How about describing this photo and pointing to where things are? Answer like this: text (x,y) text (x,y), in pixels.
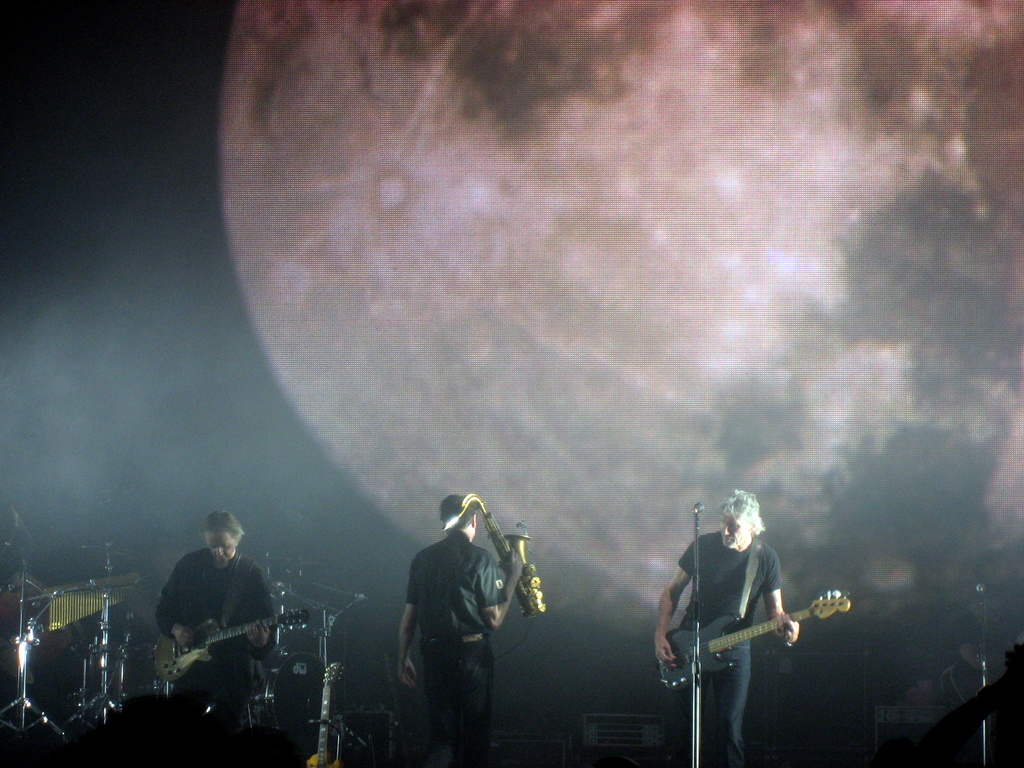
In this image it seems like it is a music concert. On the right side (701,595) there is a person (724,599) playing the guitar (720,631) in front of the mic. On the left side (251,631) there is another person (228,617) playing the guitar (195,644). In the middle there is a person (451,597) who is holding the saxophone (499,548).
